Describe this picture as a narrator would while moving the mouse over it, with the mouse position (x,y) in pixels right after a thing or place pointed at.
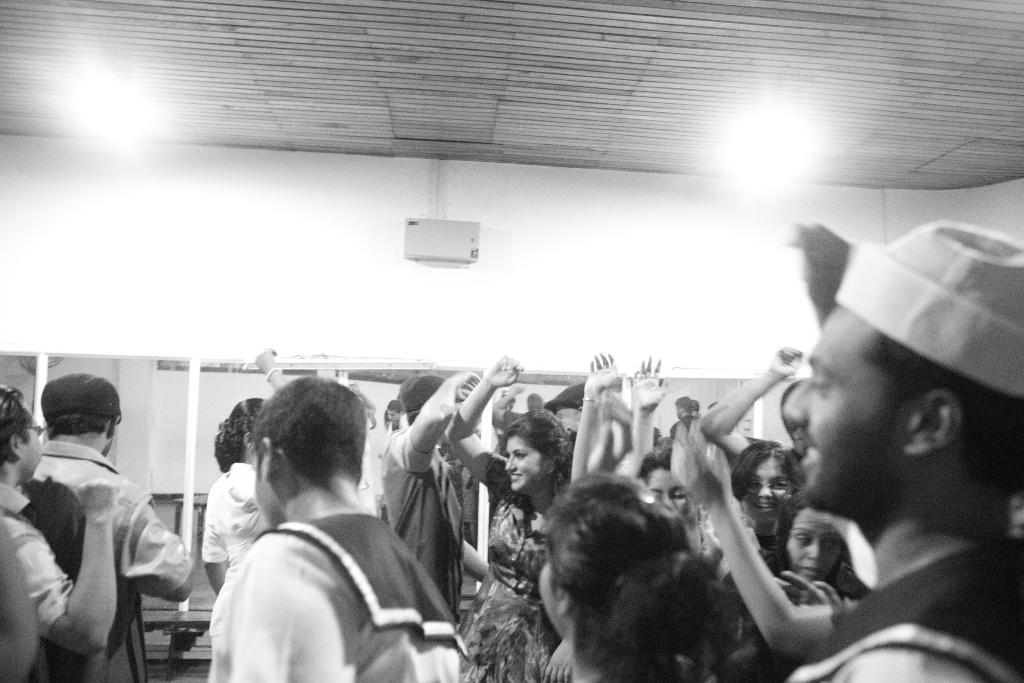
It is a black and white image. In this image there are people (641,523). Behind them there are a few objects (159,501). In the background of the image (622,287) there is a wall (645,259). On top of the image (96,115) there are lights (115,129).
